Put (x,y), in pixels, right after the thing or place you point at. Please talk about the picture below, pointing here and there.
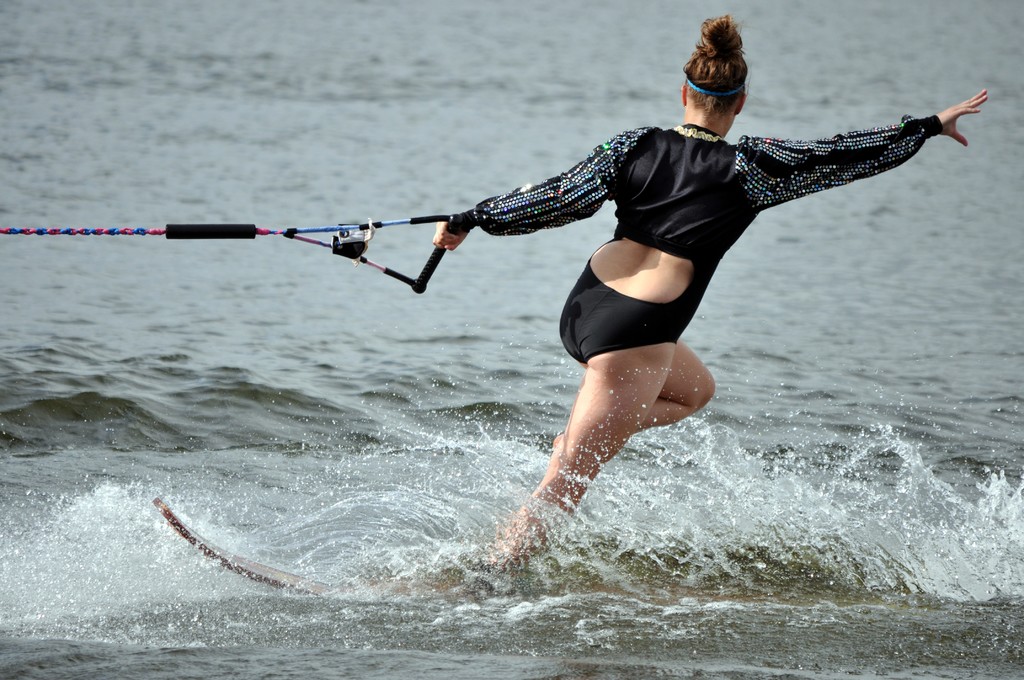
In this image I can see water (286,451) and in it I can see a woman (506,540) is standing on a board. I can see she is wearing black dress (664,177) and I can see she is holding black color bar (433,258) which is connected with red and blue rope (33,232).
